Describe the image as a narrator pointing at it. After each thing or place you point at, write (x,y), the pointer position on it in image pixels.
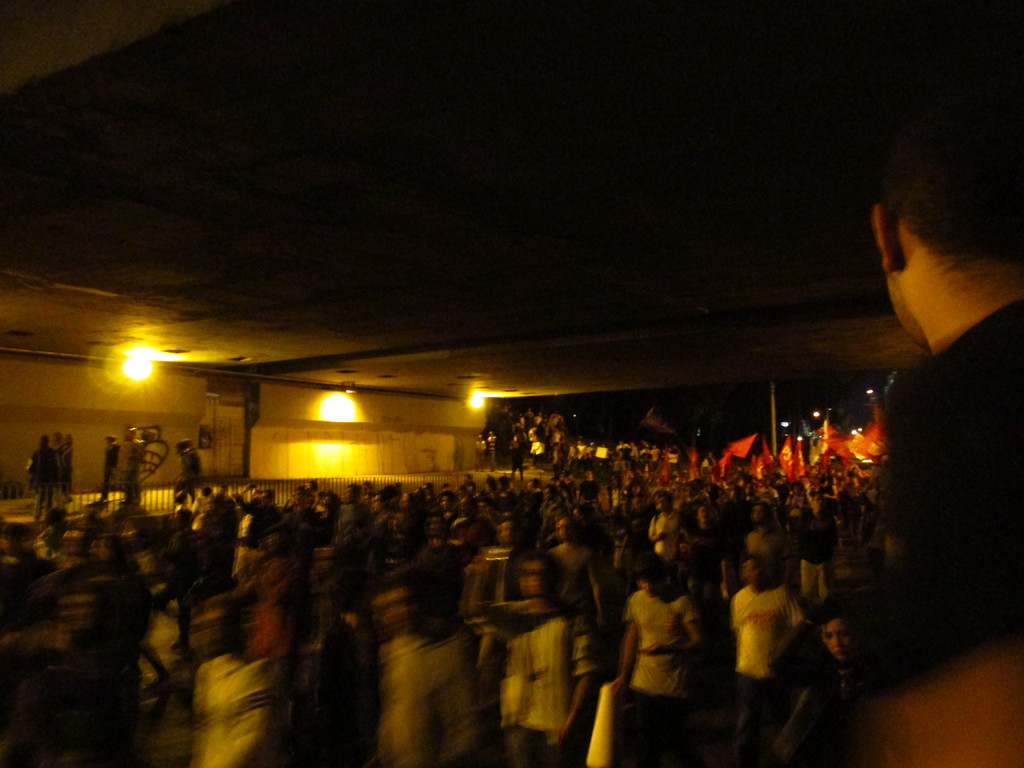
In this picture we can see a group of people (52,529), lights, flag (856,444), pole (774,398) and some objects (237,484) and in the background (747,416) it is dark.
